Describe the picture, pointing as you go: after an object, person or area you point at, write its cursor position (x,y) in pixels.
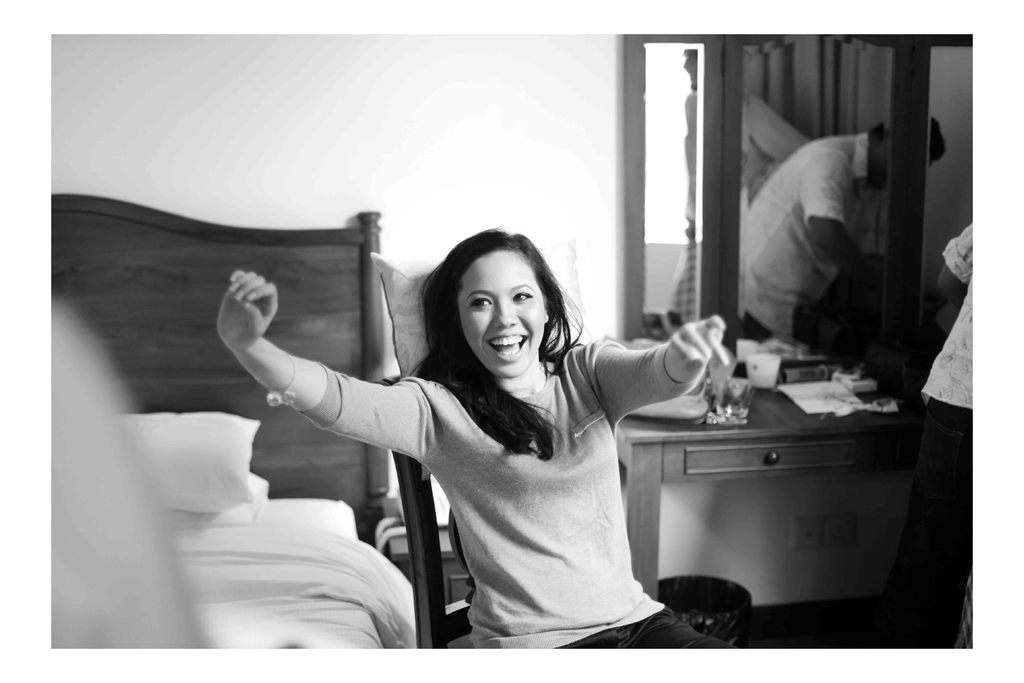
In this image we can see a woman (452,349) sitting on the chair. There is a bed (199,511) with pillows (175,491) on the left side of the image (236,559). In the background (857,227) we can see a person (788,232) in front of the dressing table (735,239).
